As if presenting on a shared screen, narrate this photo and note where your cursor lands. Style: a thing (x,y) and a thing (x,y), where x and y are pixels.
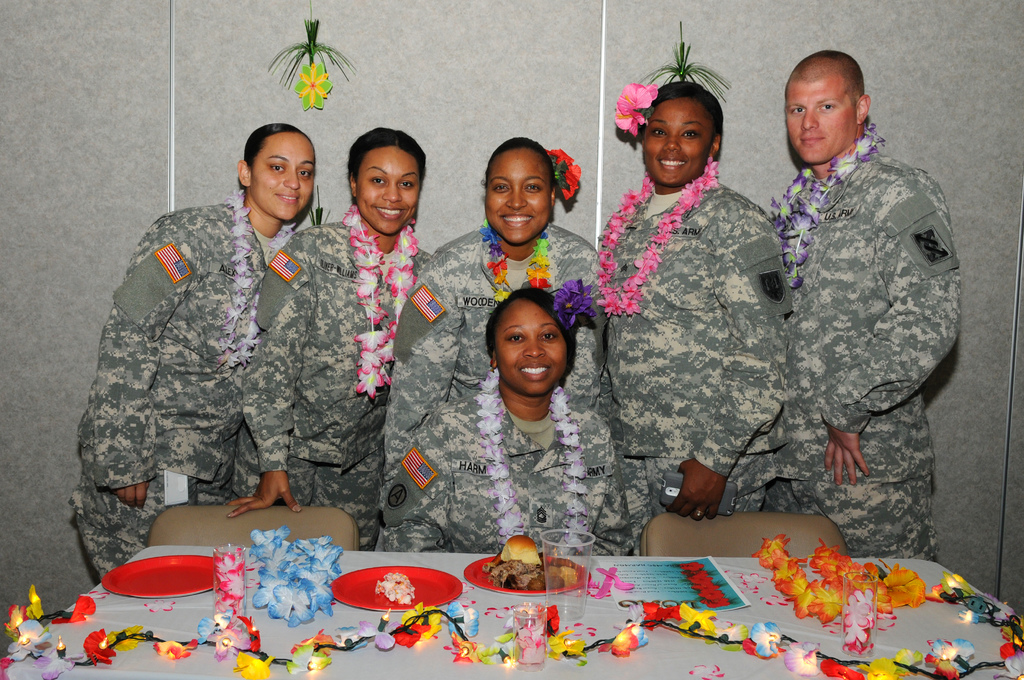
These people (443,350) wore garlands (785,203) and smiling. On this table (159,555) there are plates (161,573), food (502,571), poster (720,592), glasses (575,545), decorative lights (864,679) and garlands (323,594). Background (29,51) we can see wall (439,13). This woman (749,390) is holding a mobile (691,497). Here we can see chairs (354,517).
